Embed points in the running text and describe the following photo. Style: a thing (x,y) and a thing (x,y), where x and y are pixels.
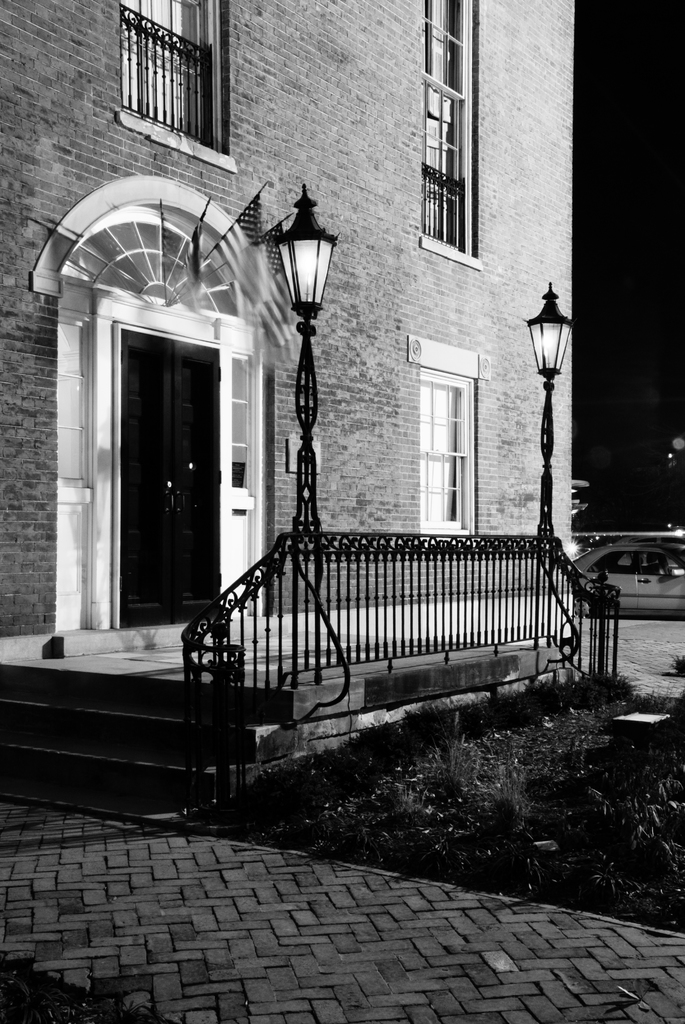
In this picture I can observe a building (279,386). In front of a building (317,204) there are two lights (307,246) fixed to the poles (546,432). I can observe a railing (317,632) in the middle of the picture (230,620). This is a black and white image.
